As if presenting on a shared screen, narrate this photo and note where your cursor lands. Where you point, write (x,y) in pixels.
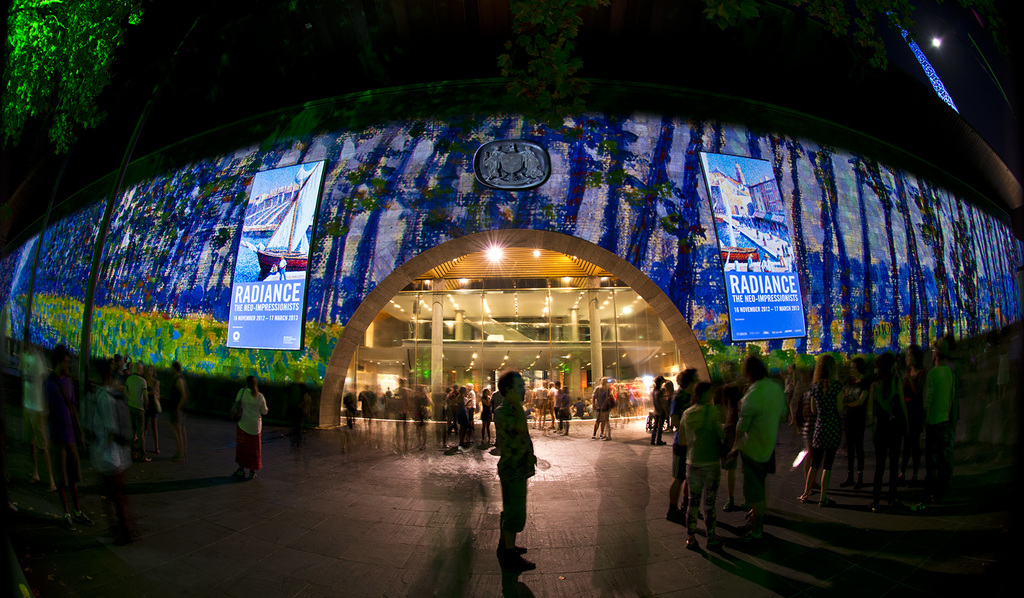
In this image I can see the group of people (863,473) standing in-front of the building (384,192). I can see there are the boards (255,312) attached to the building (328,210) and the building (414,188) is colorful. I can see few people (463,396) standing inside the building (524,165) and there are many pillars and many lights (478,360) inside the building (423,355). I can also see many trees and there is a black background (460,27).
